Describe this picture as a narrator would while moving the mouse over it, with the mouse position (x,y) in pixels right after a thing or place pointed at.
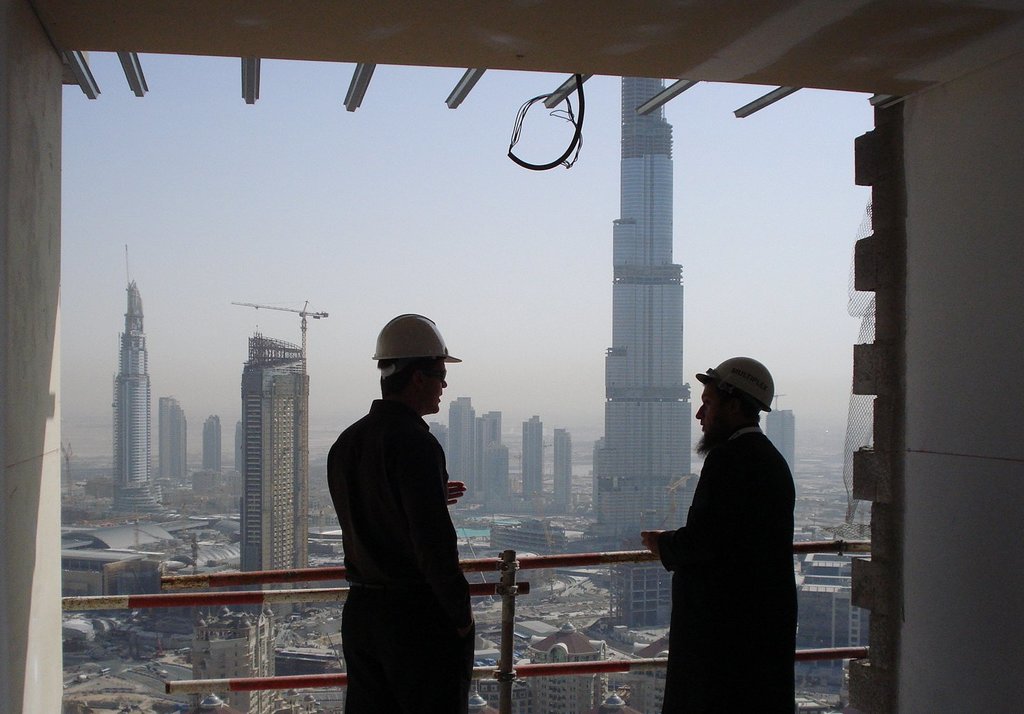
In this picture we can see two men (368,641) wore helmets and standing, buildings (638,442), rods (517,587) and in the background (236,197) we can see the sky (373,238).
